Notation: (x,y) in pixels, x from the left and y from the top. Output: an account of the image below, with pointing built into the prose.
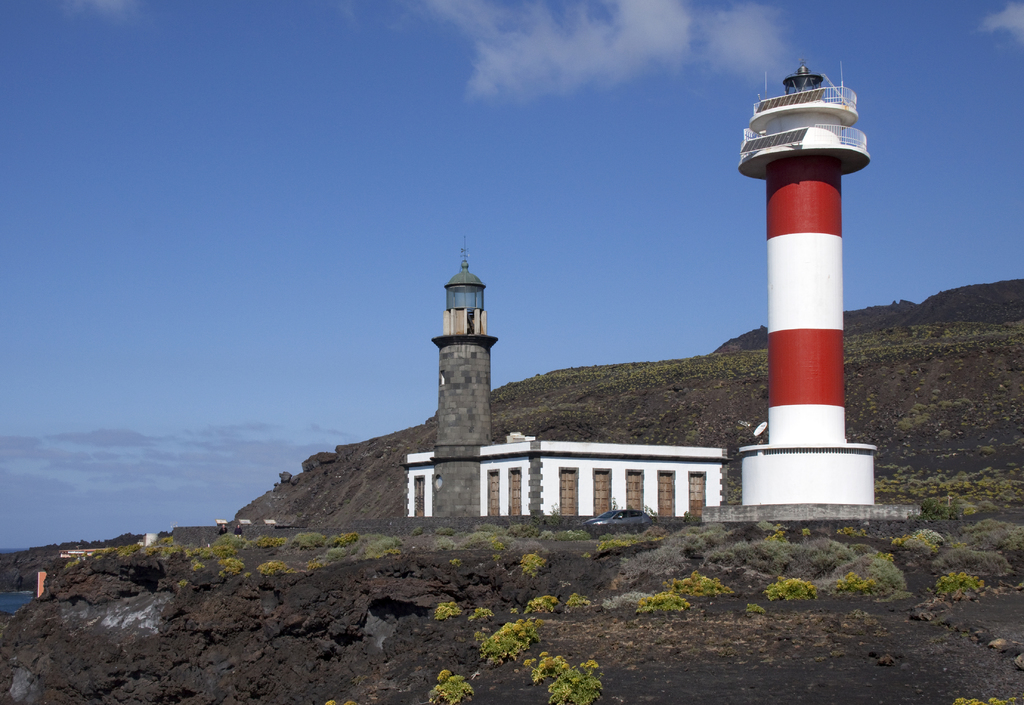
In this image we can see a lighthouse (779,272), building (524,470), car (592,518) and also the hill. We can also see the plants (564,684) and also the sky (286,201) with some clouds (624,54) in the background (635,41).
